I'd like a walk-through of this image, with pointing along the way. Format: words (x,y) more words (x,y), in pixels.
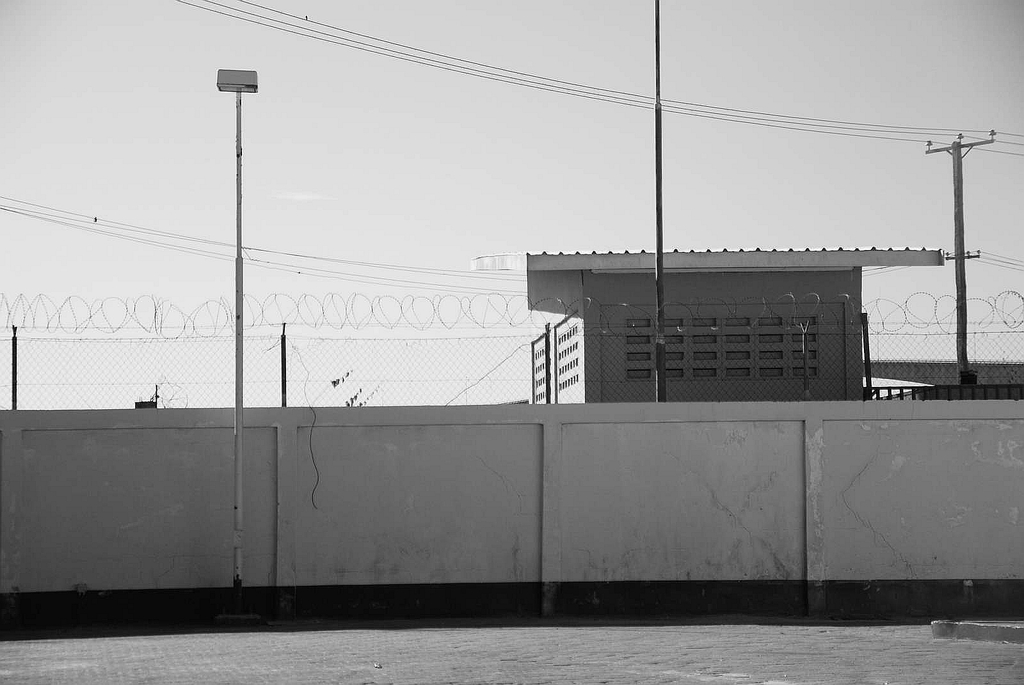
In the foreground of this black and white image, at the bottom (482,667) there is a pavement (617,636). In the middle (494,340), there is a wall (990,472) and a fencing (721,340). Behind it, there is a building (732,308), poles (659,179), cables (899,131) and the sky (562,95).
